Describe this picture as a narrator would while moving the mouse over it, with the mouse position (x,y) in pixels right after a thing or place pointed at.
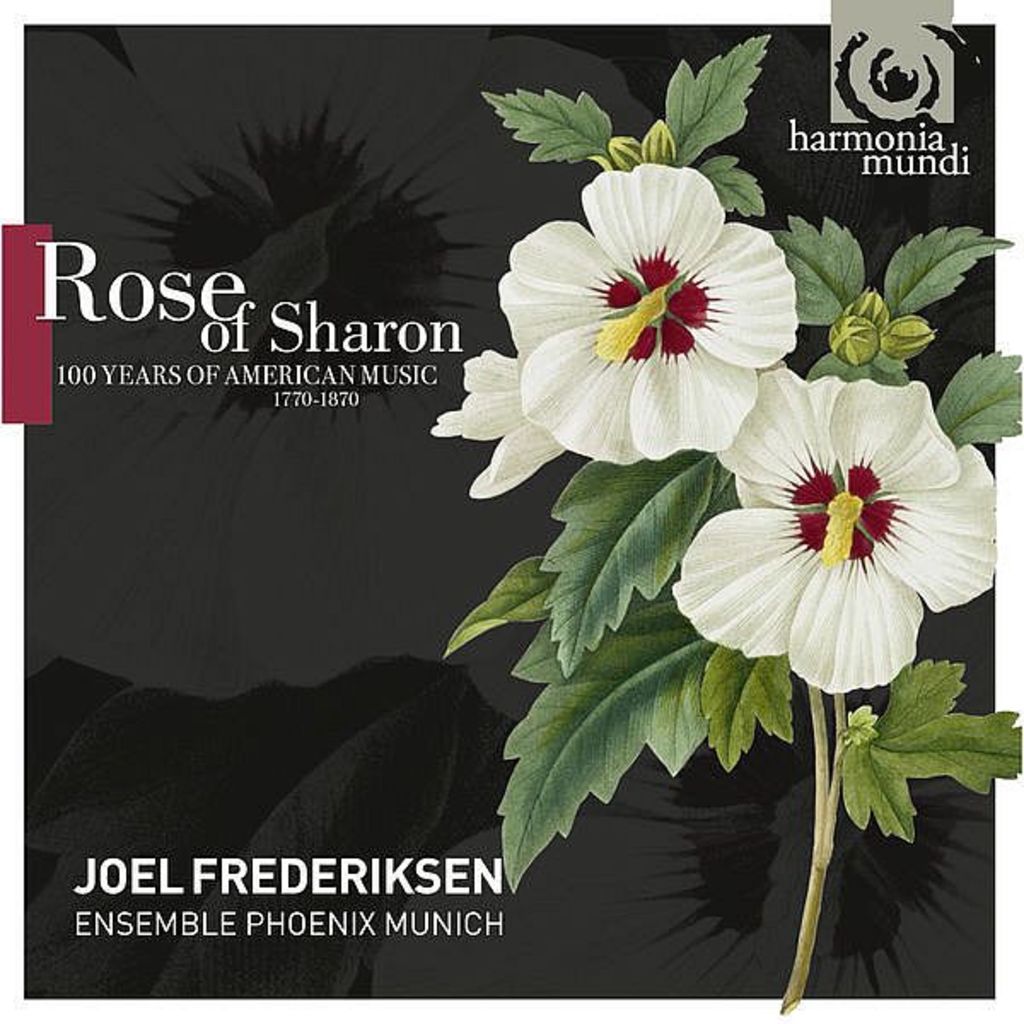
In the picture I can see a cartoon image of flowers (739,464) and something written on it.
